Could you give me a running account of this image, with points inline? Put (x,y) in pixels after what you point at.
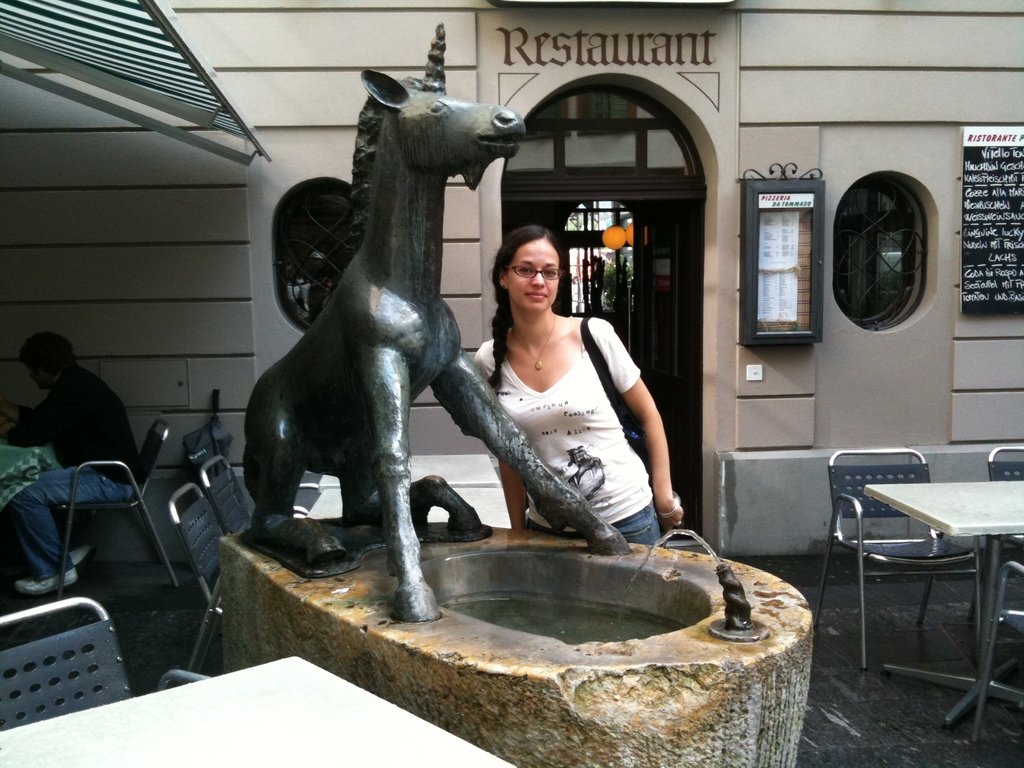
The image is outside in the city. In the image there is a woman (571,327) standing behind a statue (449,405). On left side (87,398) there is another man (69,405) sitting on chair (108,462) in front of a table (30,461), on right side (1020,240) there is a black color hoarding (1013,228) in middle (677,279) there is a door (641,229) which is open. In background (602,28) there is a wall (919,24) on which it is written as 'RESTAURANT' and it is also in cream color.
